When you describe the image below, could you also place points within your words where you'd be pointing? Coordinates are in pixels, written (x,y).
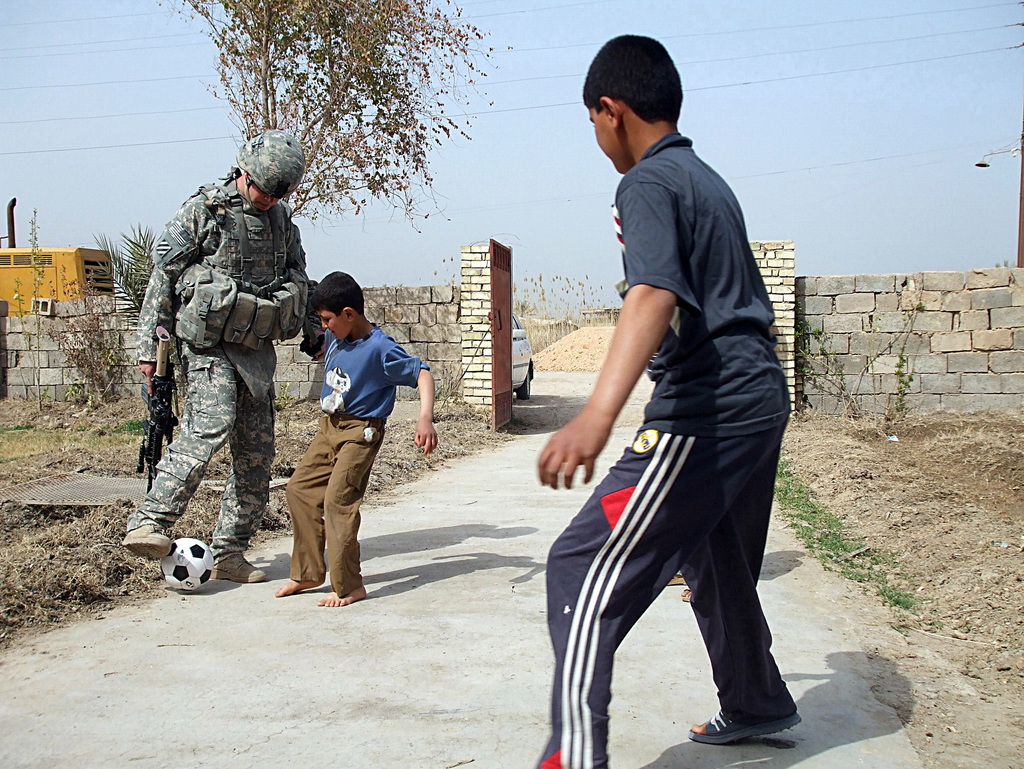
On the left side (229,310), there is a person (222,361) in uniform (155,292), holding a gun (156,388) with a hand (147,378) and playing with a ball (170,566) on a road (157,614). In front of him, there is a child (353,436). On the right side (710,258), there are two persons (658,413). In the background (1016,311), there is a brick wall (993,329), vehicles (52,288) on the road (553,376), there are trees (432,154), plants (119,271), cables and the sky (920,180).
